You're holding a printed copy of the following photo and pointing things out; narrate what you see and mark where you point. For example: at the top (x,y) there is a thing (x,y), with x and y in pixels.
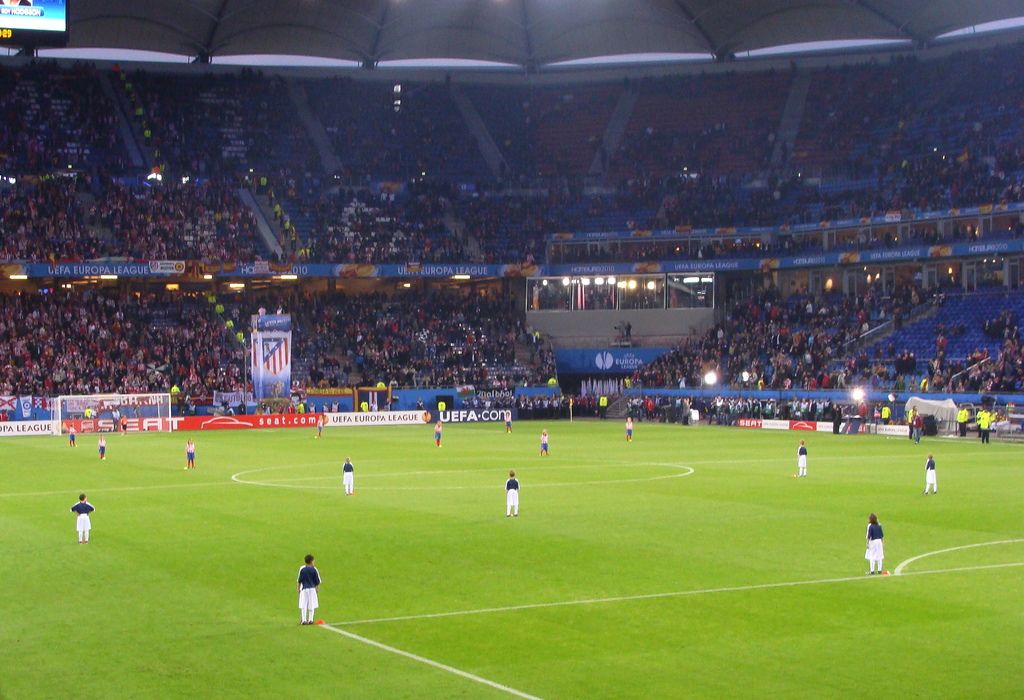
In this picture we can see some people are standing on the ground (487,486). There are few posters (506,398) from left to right. We can see crowd (930,375) in the background (345,333). There is a screen (44,20) on top left (32,24).
